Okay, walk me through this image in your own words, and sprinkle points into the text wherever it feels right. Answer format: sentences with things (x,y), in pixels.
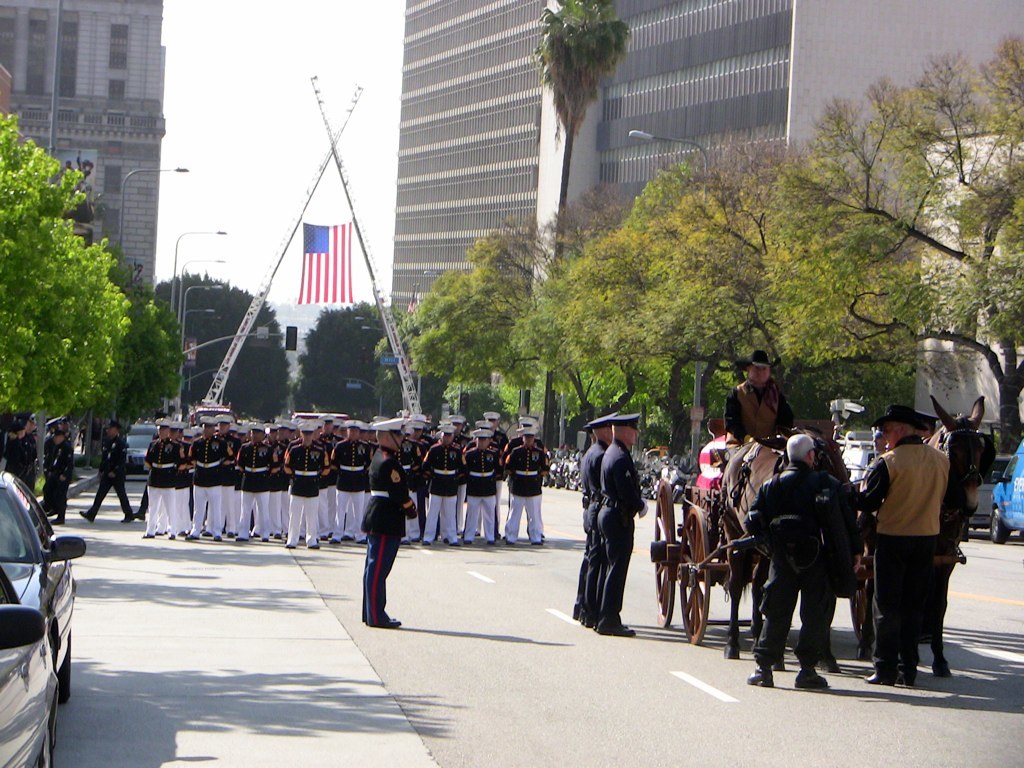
In this picture there is a man (742,424) who is sitting on the horse cart (713,520) on the right side of the image (739,406) and there are few people (782,522) those who are standing around it and there are other people (501,450) those who are standing in series in the center of the image (438,485) and there are buildings (79,91), trees (116,288), towers (374,277) and a flag (322,282) in the background area of the image (370,302) and there are cars (134,457) in the image.
